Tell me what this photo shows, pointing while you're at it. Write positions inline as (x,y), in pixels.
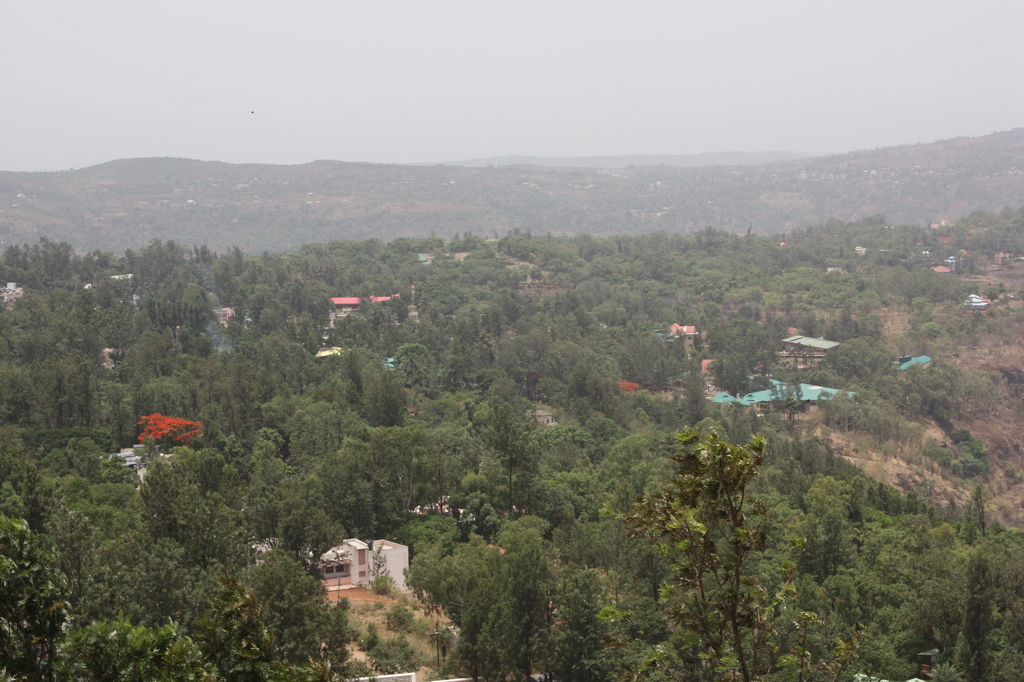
This picture might be aerial view of a city (431,507). In this image, we can see some houses (363,573), trees (541,363), plants (774,308), mountains (73,198), rocks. On the top (608,126), we can see a sky (608,126).
